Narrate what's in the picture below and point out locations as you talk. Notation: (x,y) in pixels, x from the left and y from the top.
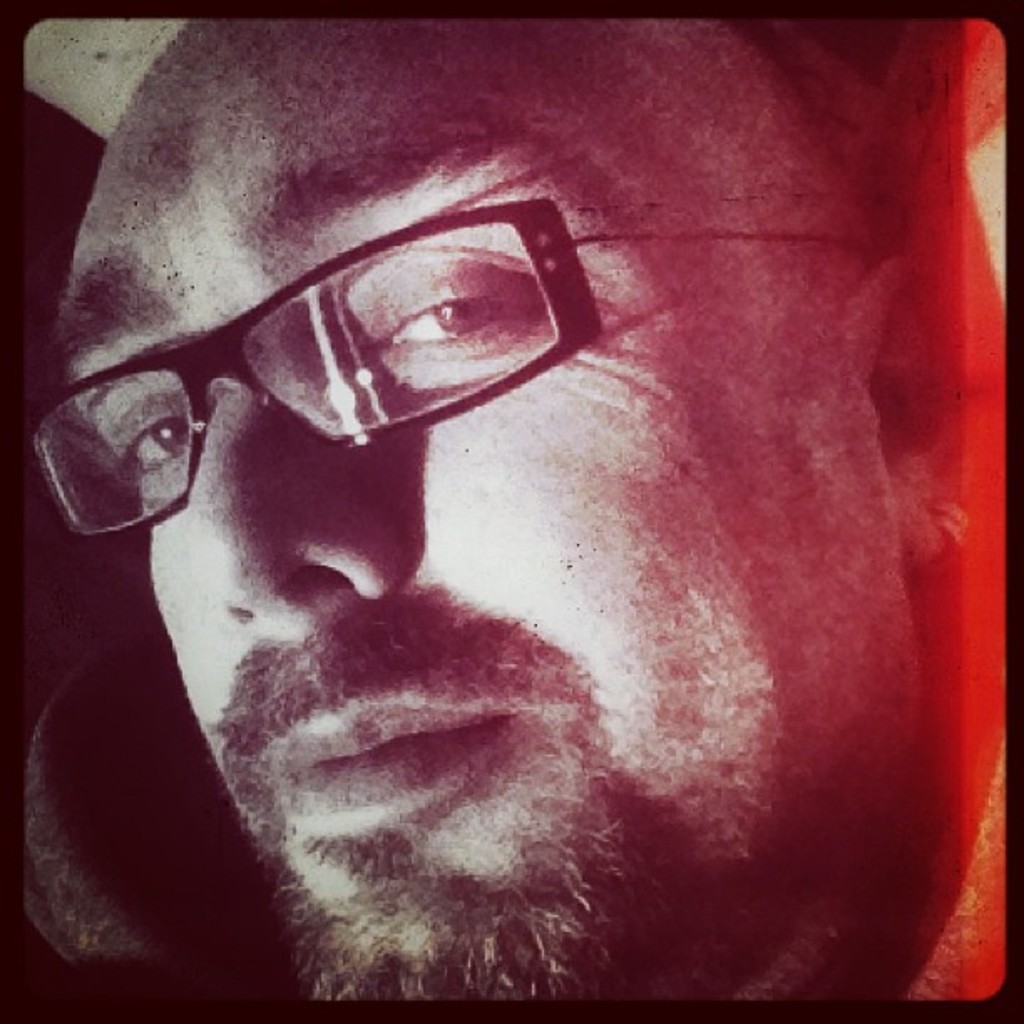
In this image there is a man (443,338) wearing spectacles (443,319).
